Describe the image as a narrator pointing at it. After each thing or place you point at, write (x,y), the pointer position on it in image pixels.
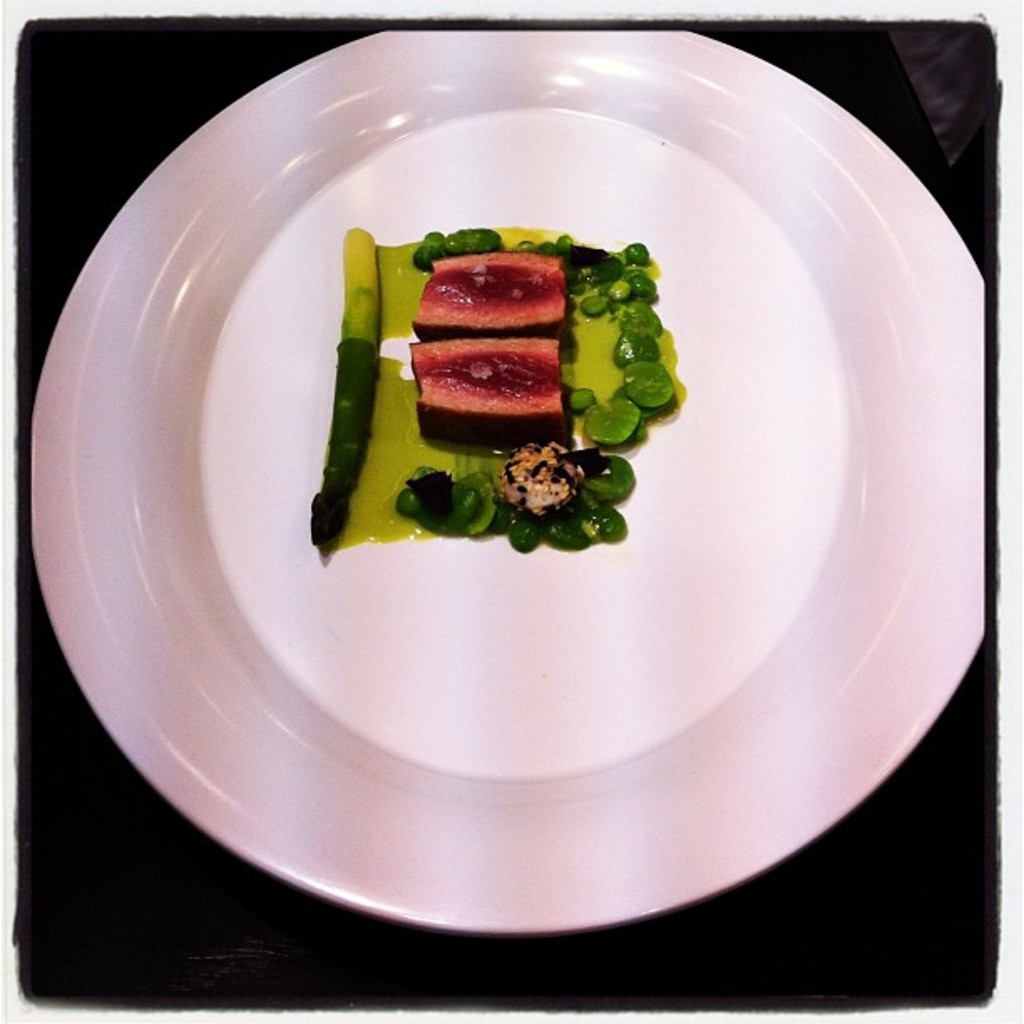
In the image there is a white plate (430,229). On the plate (660,182) there is a green and red color food item (509,372).
